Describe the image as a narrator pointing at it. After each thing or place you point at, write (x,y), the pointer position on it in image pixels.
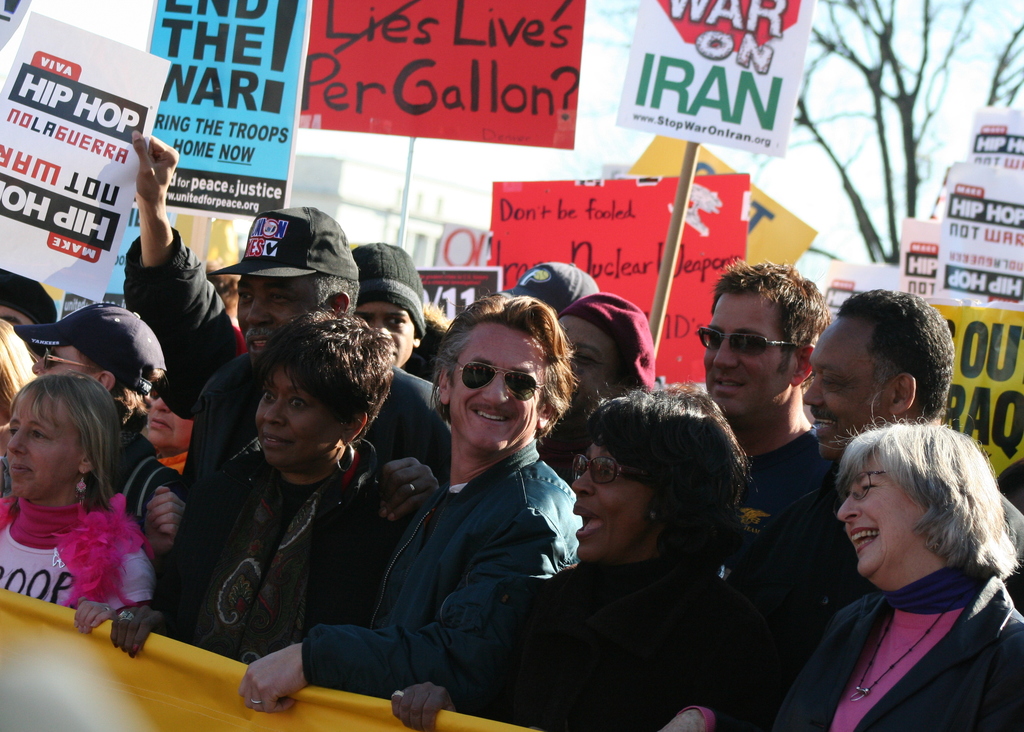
In this image we can see a group of people (455,448) are standing and holding some object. There is a tree (909,166) at the right top most of the image (908,101).
